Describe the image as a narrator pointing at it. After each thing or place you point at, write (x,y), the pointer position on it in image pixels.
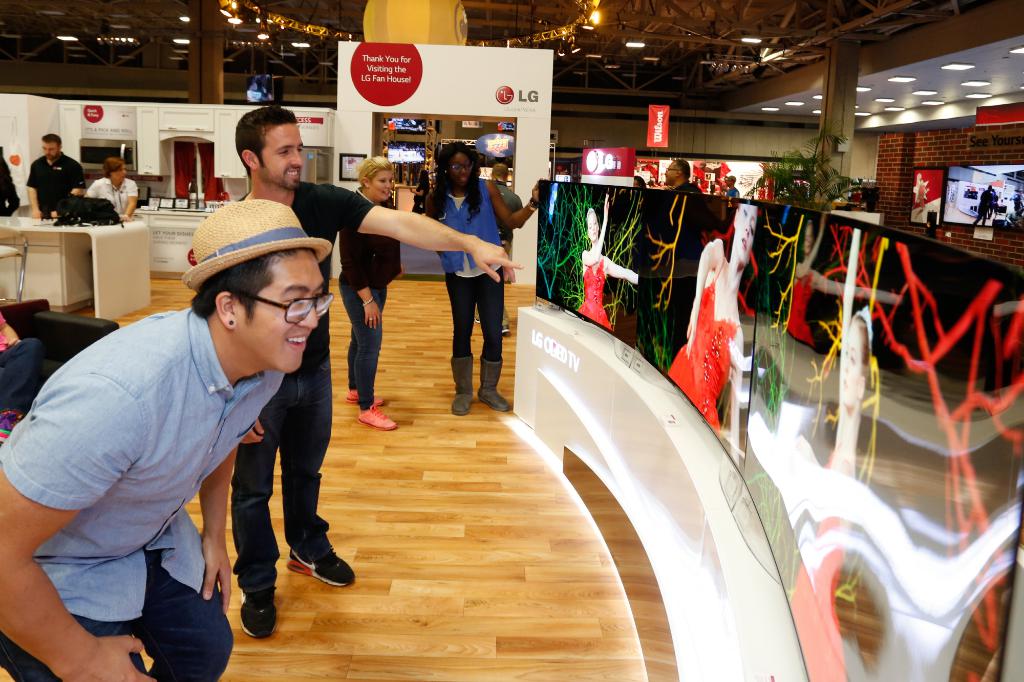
In this picture there is a man (217,349) with blue shirt (205,355) is standing and smiling and there are group of people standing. On the right side of the image (1000,455) there are televisions (693,246) and there is a picture of a woman (844,408) on the screens (863,637). At the back (924,214) there are boards (533,182) and there is text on the boards (433,80) and there is a plant (799,205) and there are screens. On the left side of the image (77,222) there are objects (61,219) on the table (113,233). At the top (923,90) there are lights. At the bottom (479,530) there is a floor (479,435).
